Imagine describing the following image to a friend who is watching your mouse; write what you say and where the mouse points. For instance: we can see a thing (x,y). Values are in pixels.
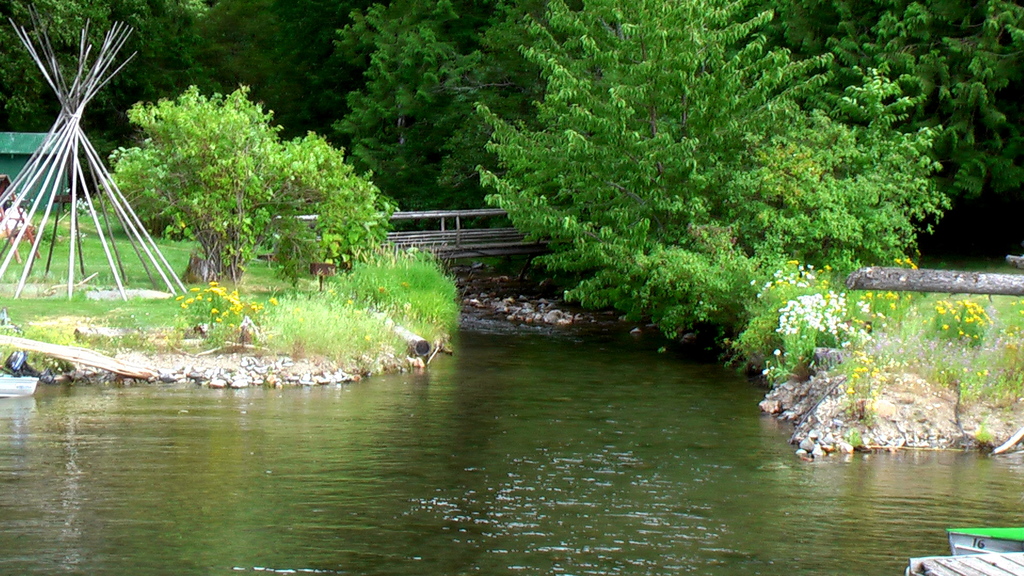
In this picture we can see few boats (19,381) on the water (523,380), in the background (830,316) we can see flowers (833,306), trees (691,167) and a house (19,159).
